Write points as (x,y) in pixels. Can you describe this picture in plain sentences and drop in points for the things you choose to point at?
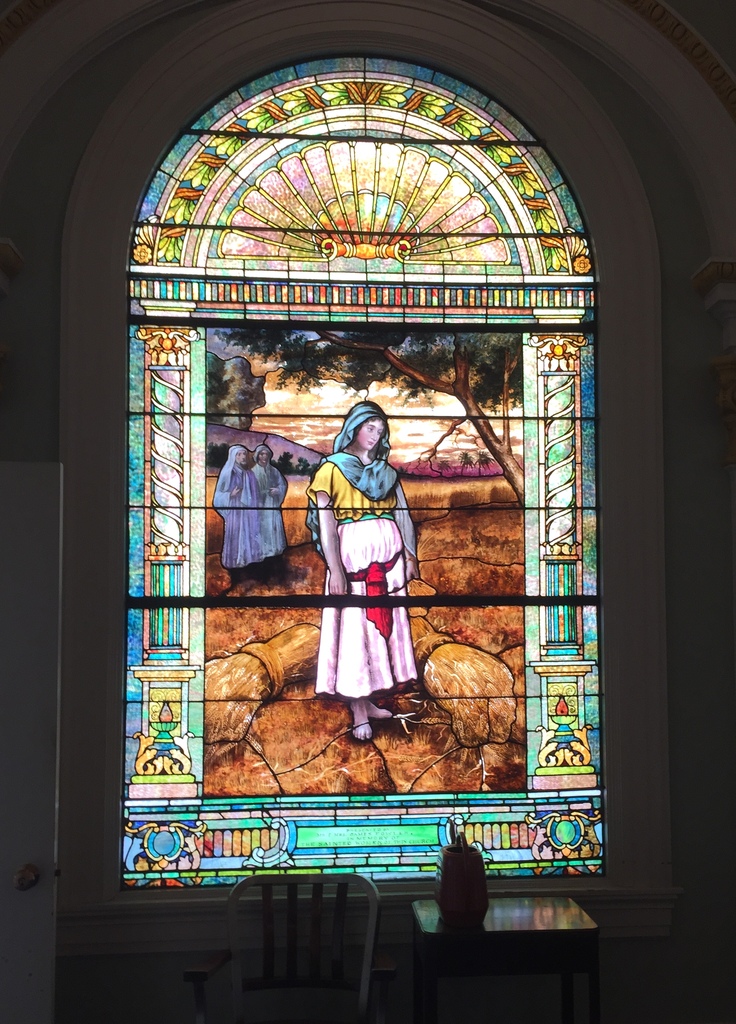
In this picture we can see a stained glass (436,416) and a chair (337,918).
